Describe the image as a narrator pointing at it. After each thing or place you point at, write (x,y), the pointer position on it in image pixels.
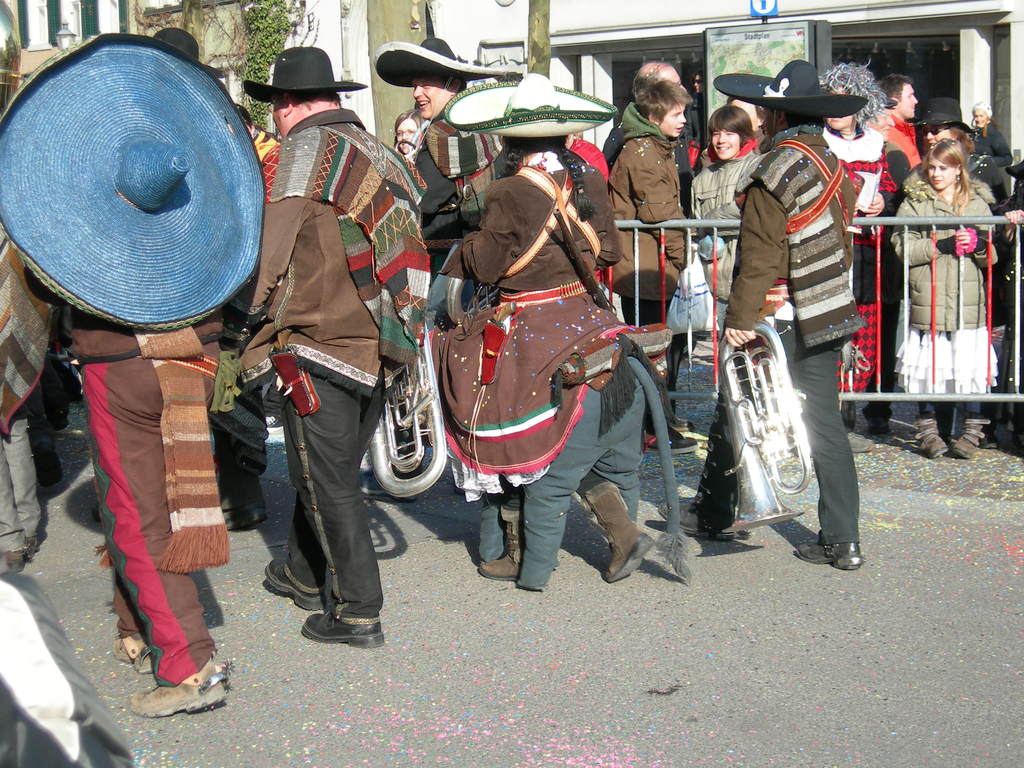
There are persons (727,435) some of them are wearing caps (224,145) and some of them are holding musical instruments (780,440) and walking on the road (412,674). In the background (958,321), there is a fencing (664,228). Outside the fencing (907,227), there are persons (969,173) standing and smiling near a building (637,20) and there is a plant (257,74).
